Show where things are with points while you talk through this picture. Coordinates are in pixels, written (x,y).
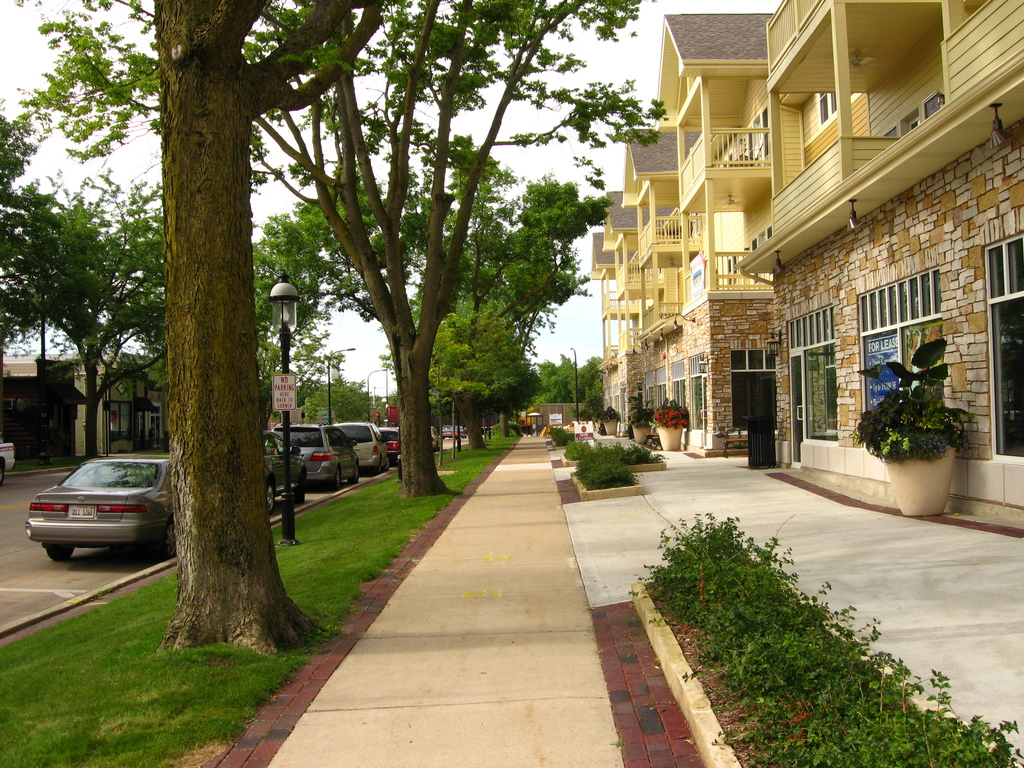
In the center of the image (488,302) we can see trees (435,406), cars (165,465), pole (286,367), light (283,291), board (293,391), pots (929,471), plants (927,447), bushes (714,576), buildings (888,251), windows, glass (823,391), grass (376,508) are there. At the top of the image (542,77) sky (534,125) is there. At the bottom of the image (467,674) ground (482,677) is there. On the left side of the image (24,575) road (33,558) is there.
